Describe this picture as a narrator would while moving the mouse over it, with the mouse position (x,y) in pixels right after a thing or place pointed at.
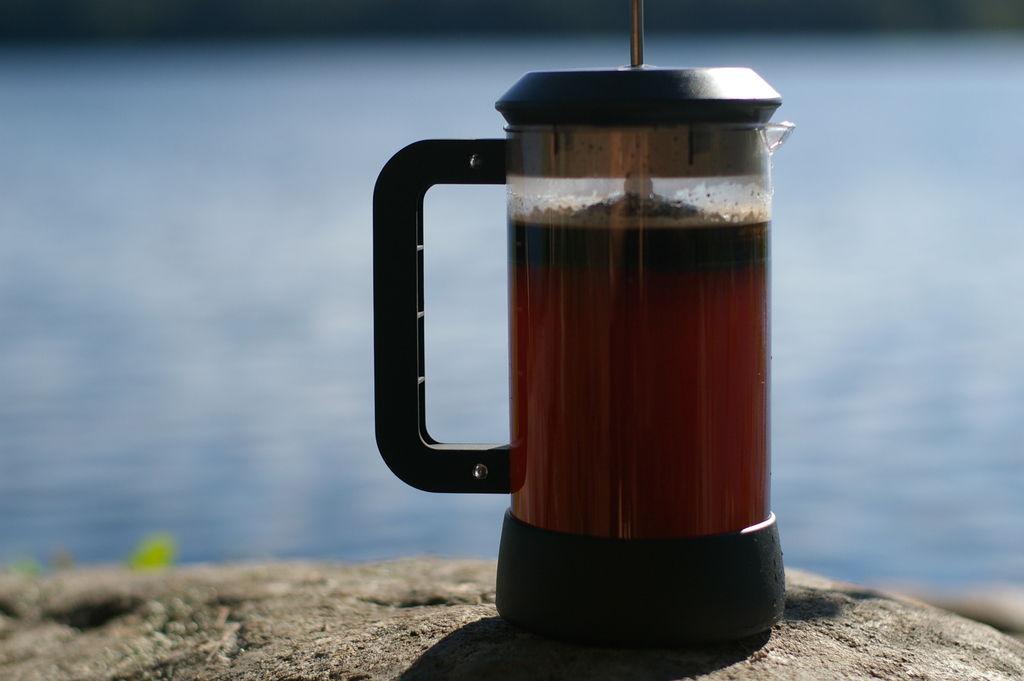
In this image we can see a lake (247,436). There is a French press (668,340) on the rock surface (372,637). There is a rock (471,626) at the bottom of the image (372,637).
